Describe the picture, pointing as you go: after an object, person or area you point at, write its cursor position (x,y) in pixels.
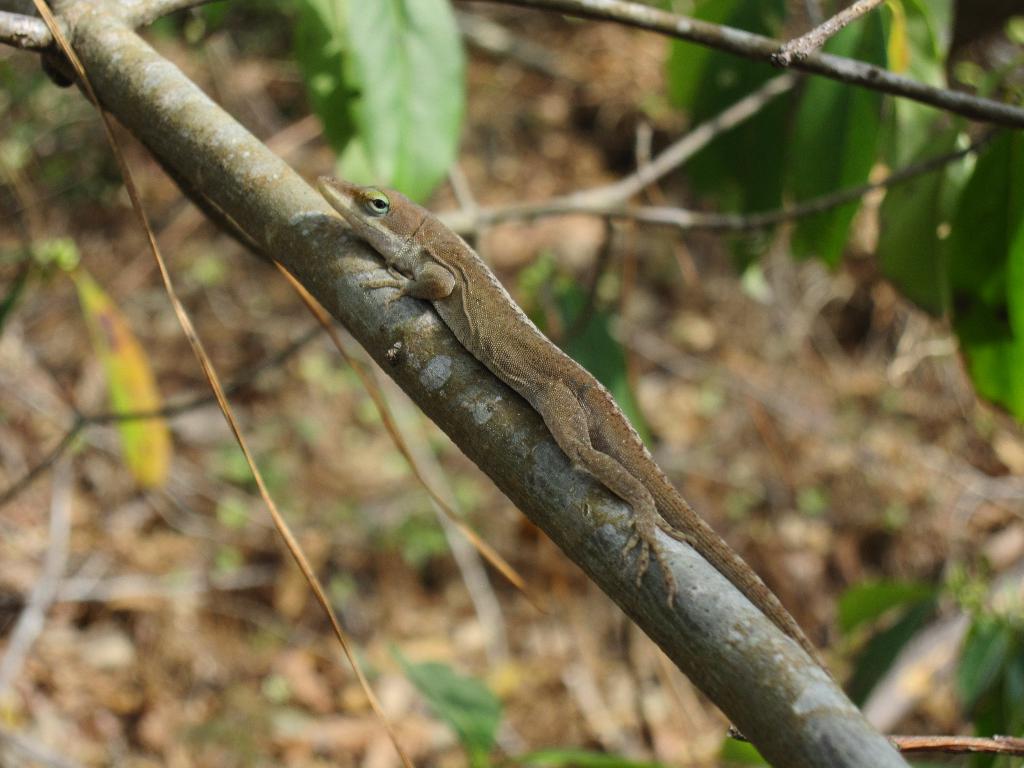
In this image, I can see a kind of a lizard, which is on a branch (509,433). I think these are the leaves (778,133). The background (253,638) looks blurry.
